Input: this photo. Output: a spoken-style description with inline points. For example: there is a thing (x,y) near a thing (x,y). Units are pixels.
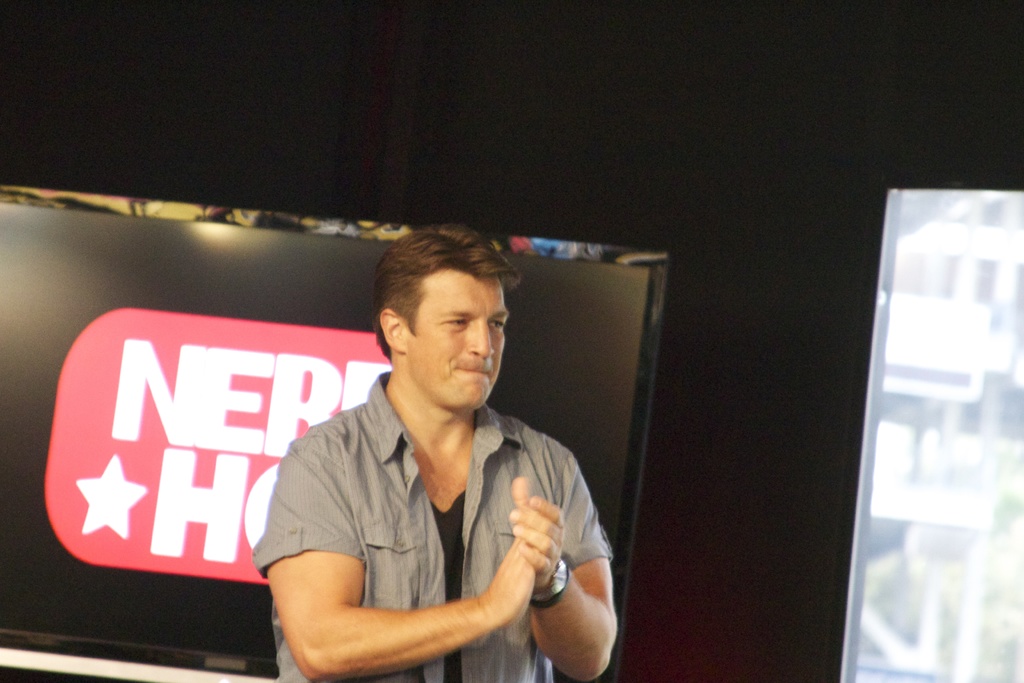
In this picture we can see a person (378,599), some text (174,497) and a television (17,562). There is an object (931,345) on the right side (883,402). Background (778,143) is black in color.
